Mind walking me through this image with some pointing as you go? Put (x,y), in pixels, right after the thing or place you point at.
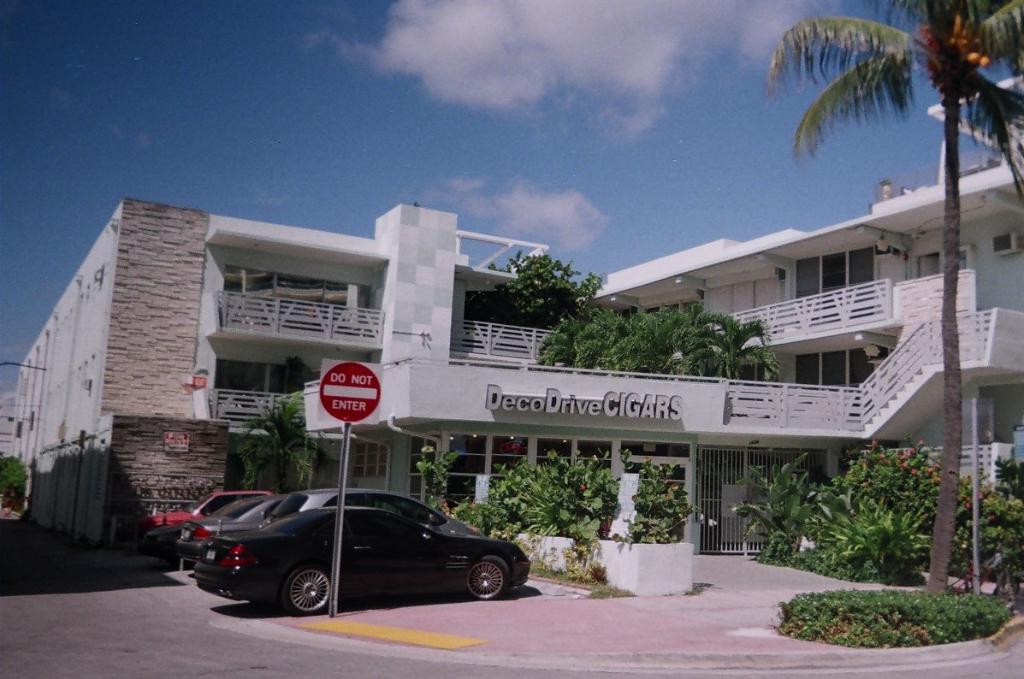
Here we can see board (341,398) on pole (336,560) and we can see plants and tree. We can see building (559,371) and vehicles (324,556) on the surface (135,649) and we can see sky (515,80).
